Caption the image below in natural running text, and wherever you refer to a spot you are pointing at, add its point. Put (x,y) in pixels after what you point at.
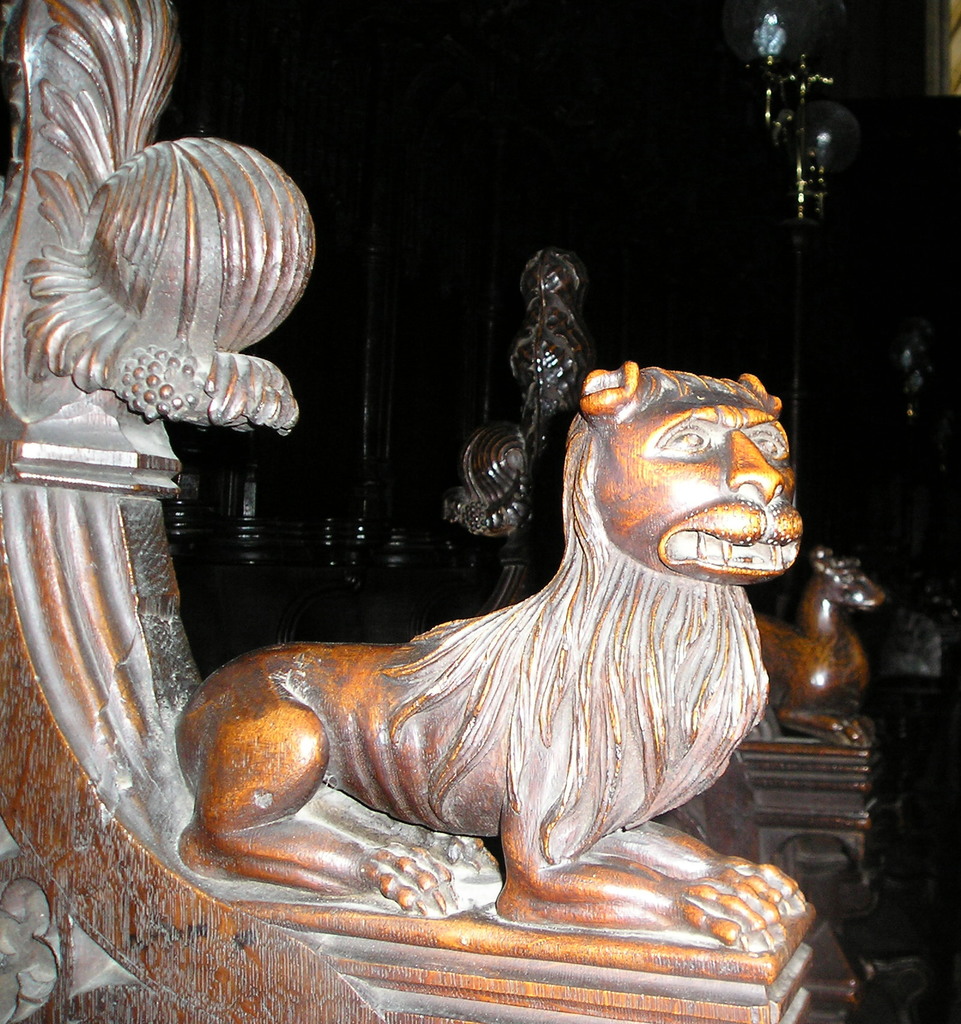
In this picture we can see the sculptures (582,737) of animals (619,710) and behind the animals (576,682) there are some objects (914,733).
